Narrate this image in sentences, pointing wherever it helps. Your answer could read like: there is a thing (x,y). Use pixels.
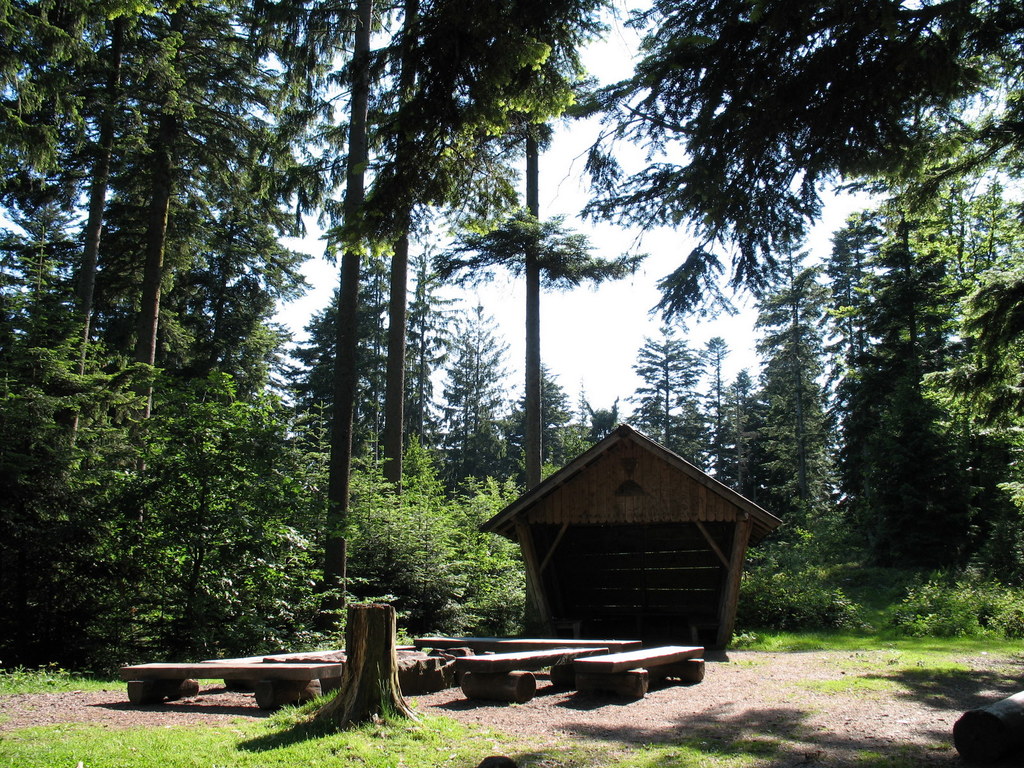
In this picture we can see grass (202,762), benches (577,641), tree trunk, shade (564,609), plants (422,609) and trees (379,331). In the background of the image (616,331) we can see the sky (639,290).
